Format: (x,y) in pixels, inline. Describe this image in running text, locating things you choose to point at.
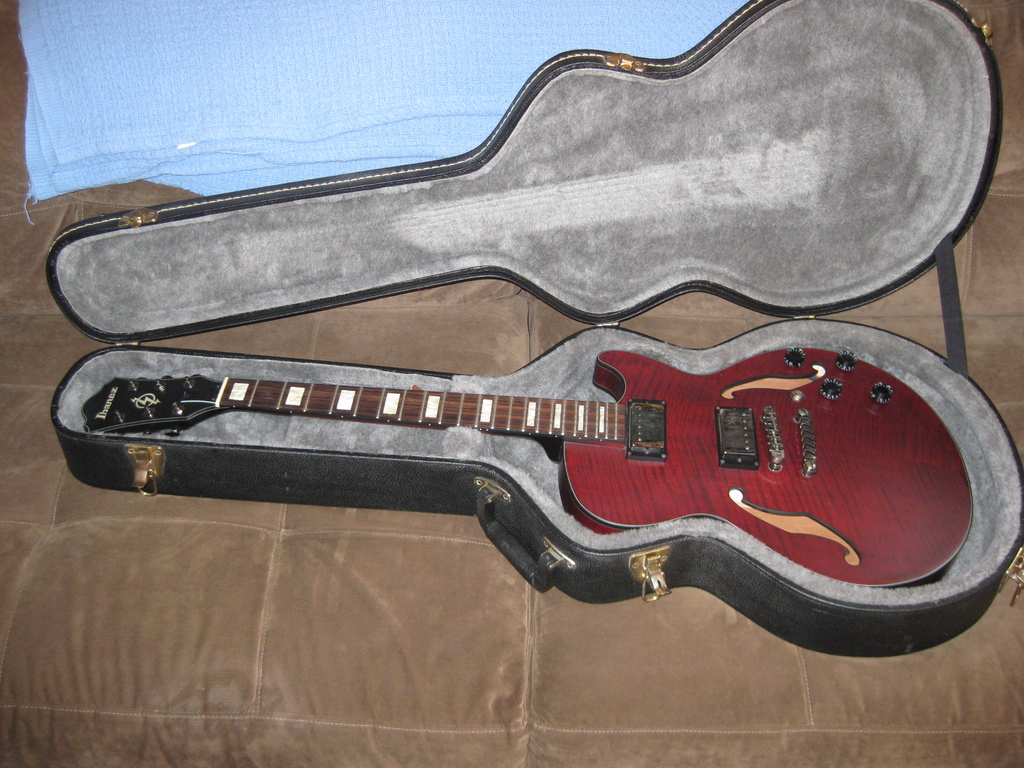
In the center of the image (395,359) we can see one brown color object (468,636). On that object (395,359), we can see a guitar box (577,158) and cloth (265,104). In a guitar box (449,377), we can see a guitar (639,416).
